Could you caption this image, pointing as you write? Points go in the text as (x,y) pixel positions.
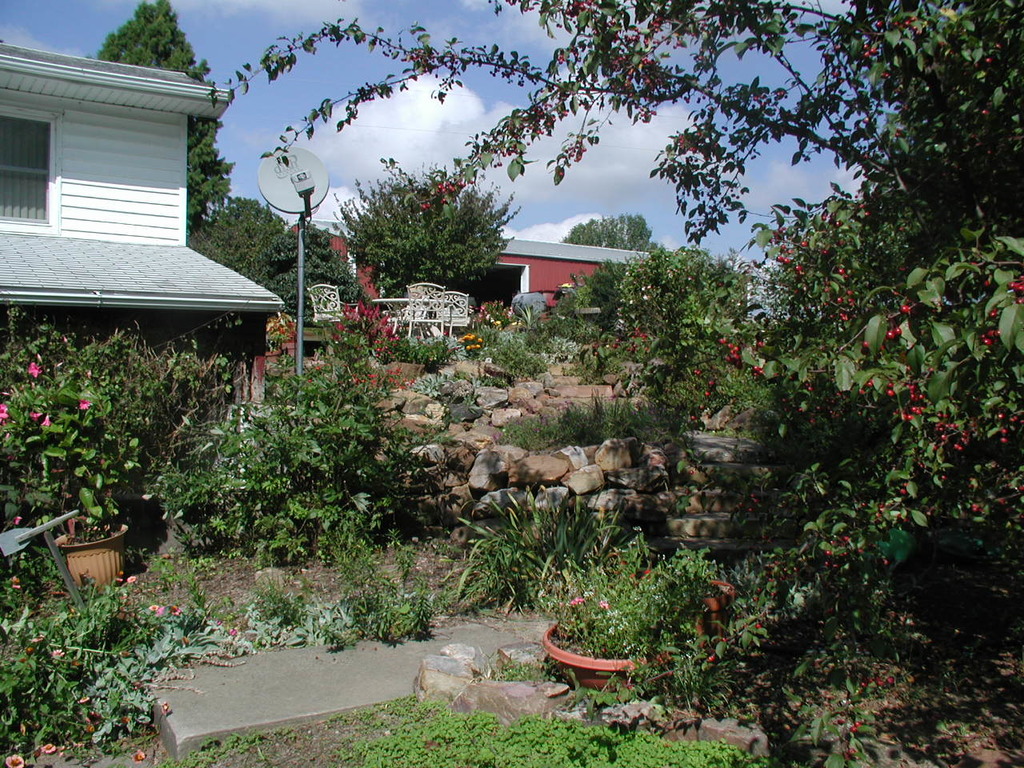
In this image we can see some plants (401,629), flower pots (91,543), stones (485,443), there are some houses (99,118) and in the background of the image (468,181) there are some trees (490,225) and cloudy sky (512,182).
